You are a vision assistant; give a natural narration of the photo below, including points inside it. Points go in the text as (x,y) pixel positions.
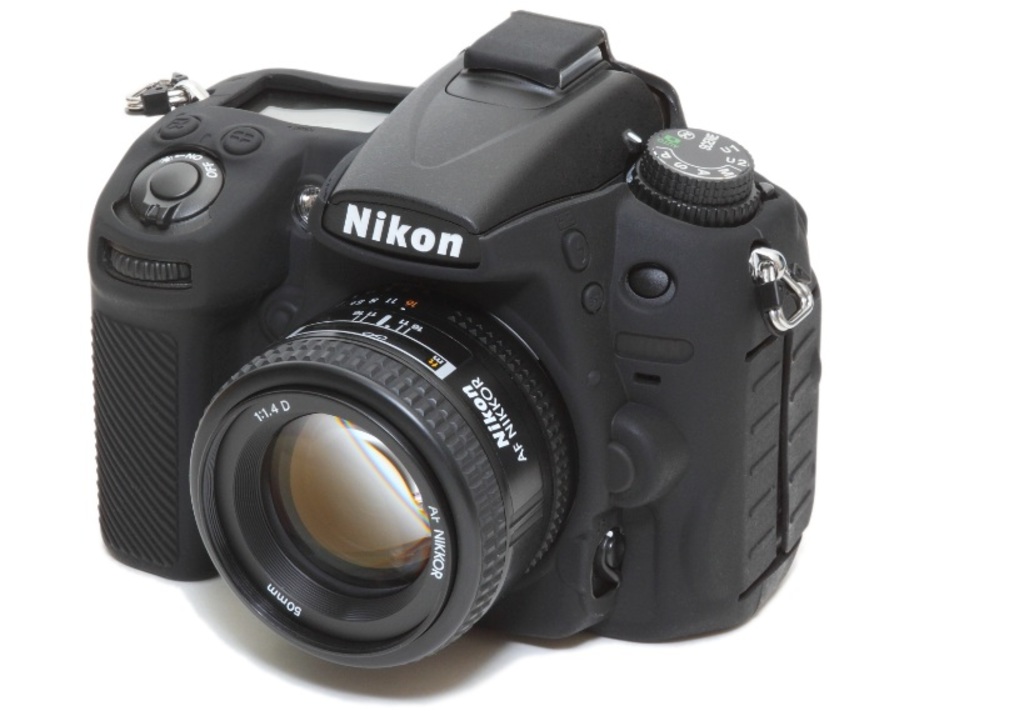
In this image, we can see a camera (658,268) which is in black color. In the background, we can see white color.
